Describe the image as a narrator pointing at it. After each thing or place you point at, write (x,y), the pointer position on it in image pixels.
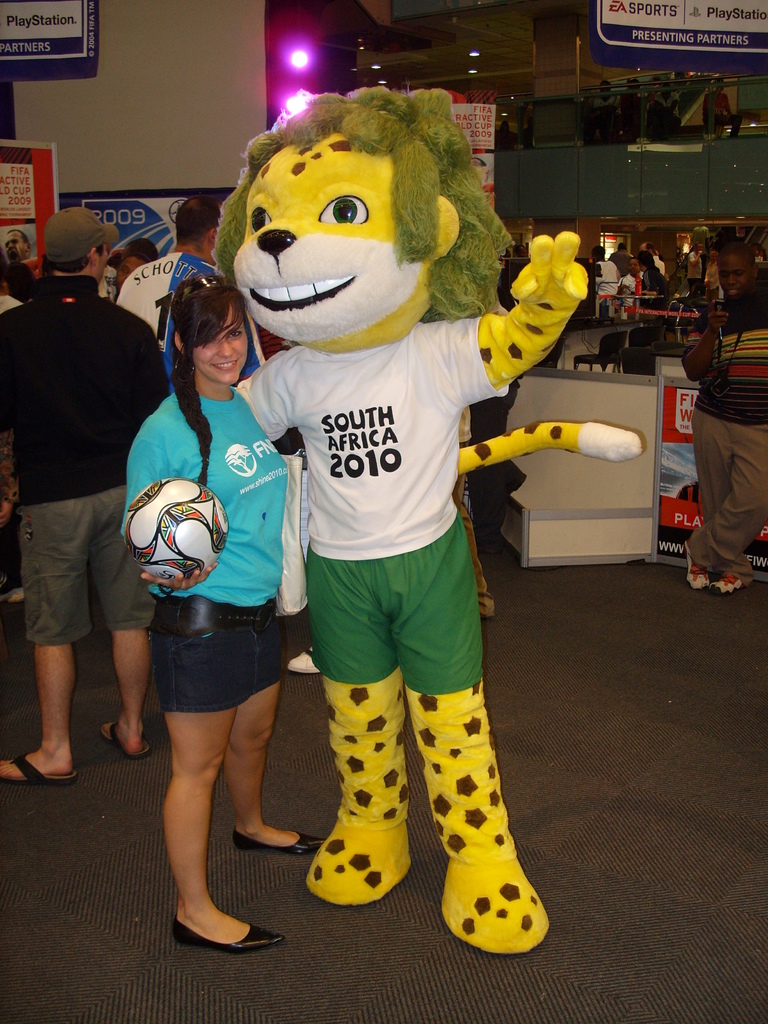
In this image I can see a person (357,458) standing and wearing different costume (401,604). Beside this person (355,517) there is a woman (230,456) standing and smiling. There is a ball (177,515) in her right hand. At the back of these people (234,436) there is a man (68,446) standing and wearing black shirt (46,387) and cap (75,255) on his head (75,265). in the background (644,277) I can see some more people (632,261) sitting on the chairs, one board (646,40) and light (301,65).
